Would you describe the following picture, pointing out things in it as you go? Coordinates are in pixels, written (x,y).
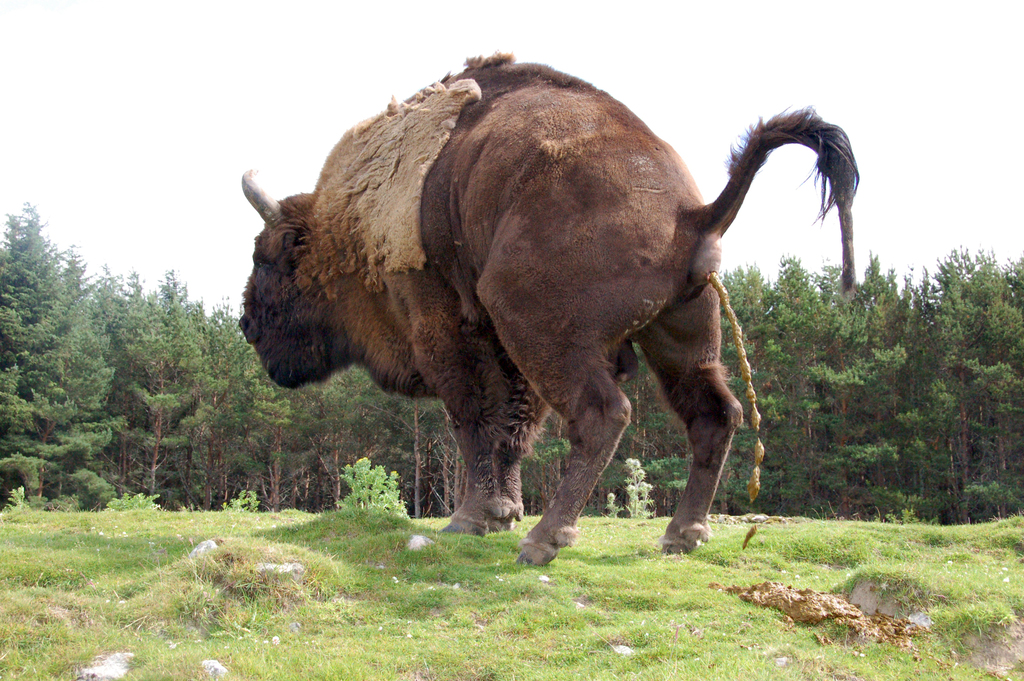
In this image I can see an animal (483,526) and in background (448,450) I can see number of trees (22,306).
